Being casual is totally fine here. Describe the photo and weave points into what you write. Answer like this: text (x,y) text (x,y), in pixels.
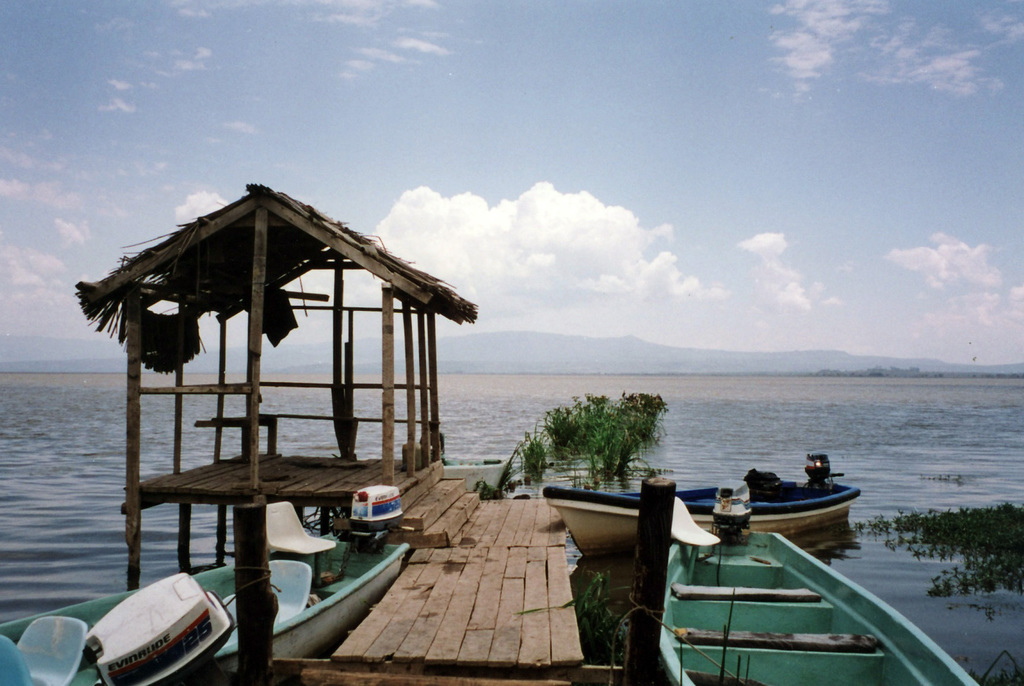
In this picture I can observe beach shed (352,249) on the left side (139,374). In the bottom of the picture (464,556) I can observe wooden platform (458,570). On the right side (758,572) I can observe boats (714,562) and plants (605,438) in the water (864,524). In the background (503,193) I can observe clouds (496,208) in the sky (529,174).
